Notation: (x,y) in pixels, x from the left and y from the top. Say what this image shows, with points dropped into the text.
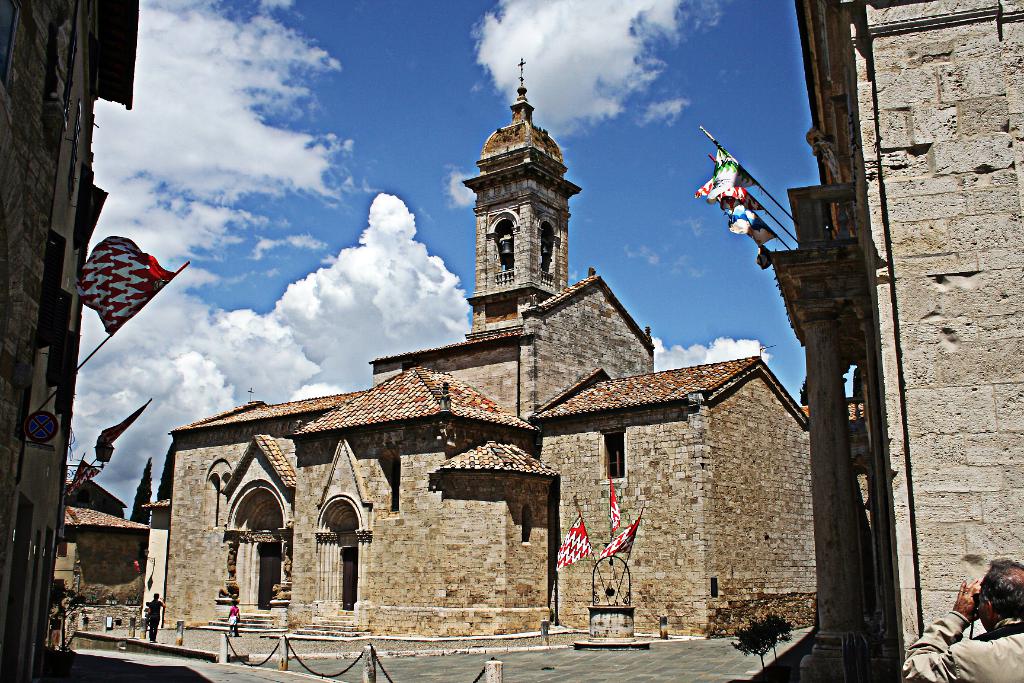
There is a church (487,460) in the back (561,541) with some flags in front of it and some people (151,621) walking on the floor (211,630) and above its sky (355,146) with clouds (238,147).
